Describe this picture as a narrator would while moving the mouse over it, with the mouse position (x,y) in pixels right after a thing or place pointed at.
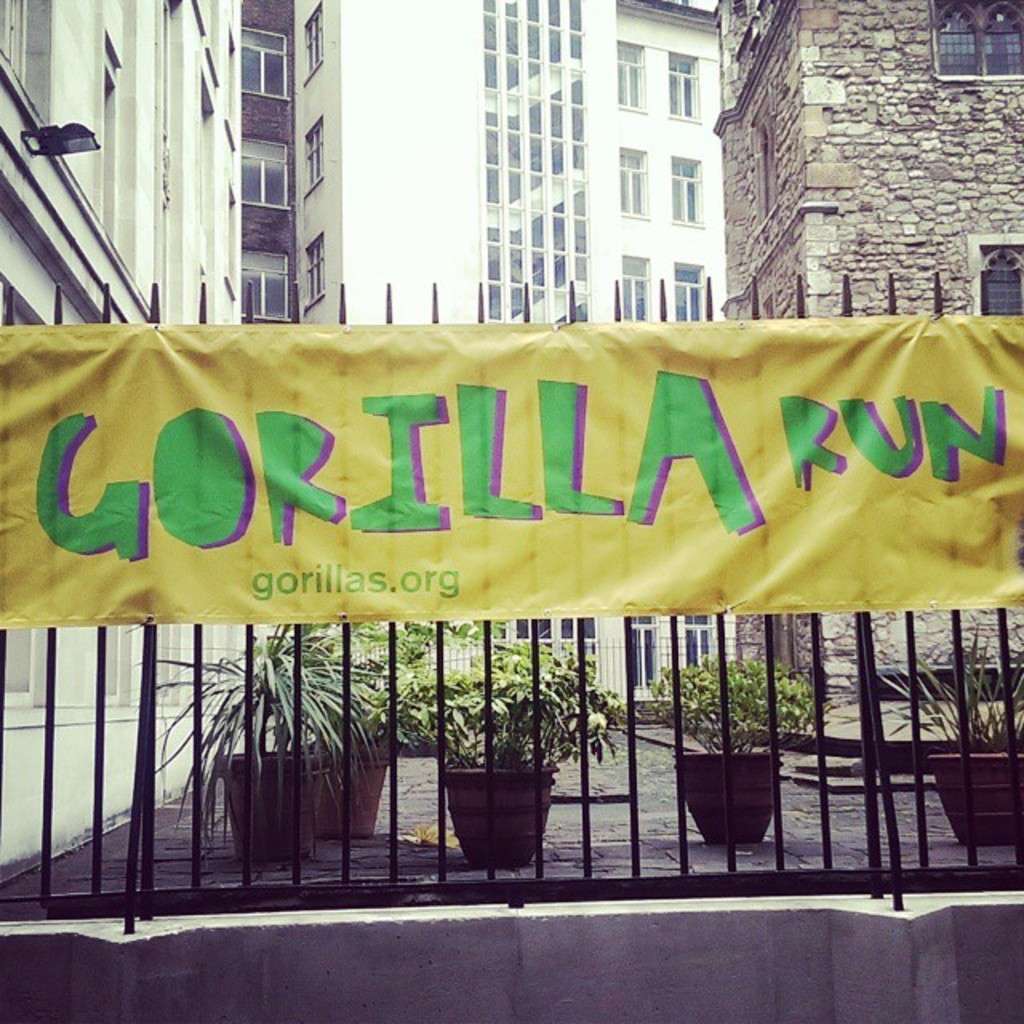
In this image we can see fencing (485,695) to which some yellow color poster (404,471) is attached to it on which it is written as gorilla run there are some plants (596,721) and in the background of the image (411,167) there are some buildings (282,110).
